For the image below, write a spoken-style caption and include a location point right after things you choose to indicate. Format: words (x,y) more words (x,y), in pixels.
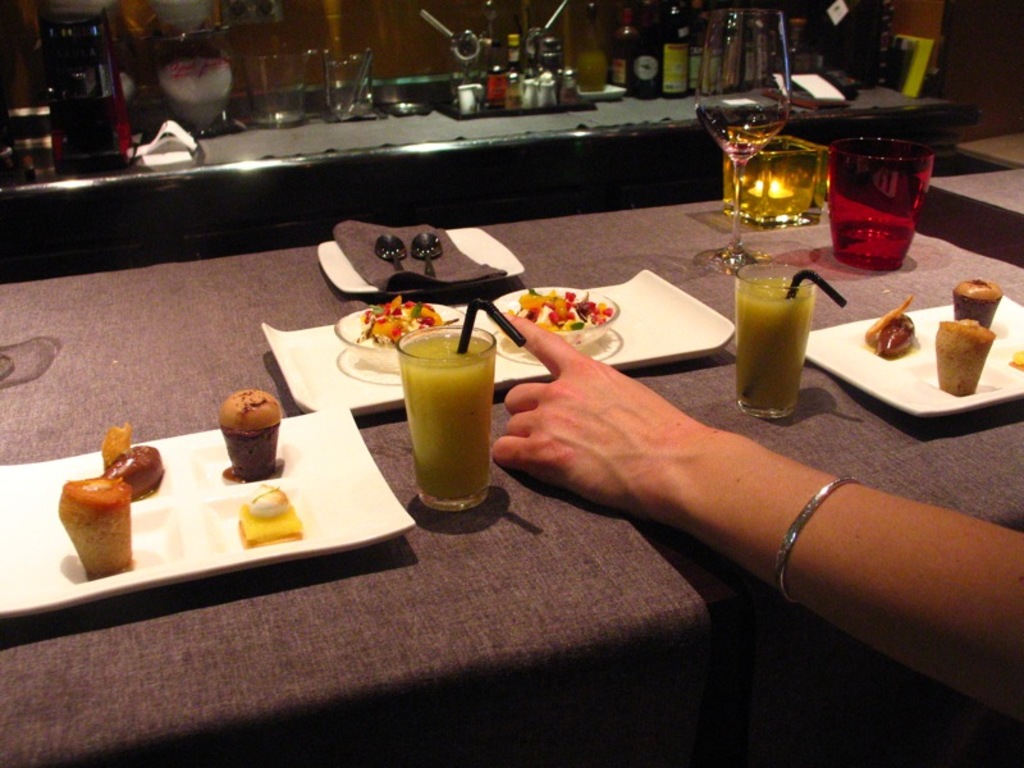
On the table (40,445) there are plate (330,540), food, glass (450,418), spoon (431,256). At the back side (629,77) we can see a bottles (638,73).
